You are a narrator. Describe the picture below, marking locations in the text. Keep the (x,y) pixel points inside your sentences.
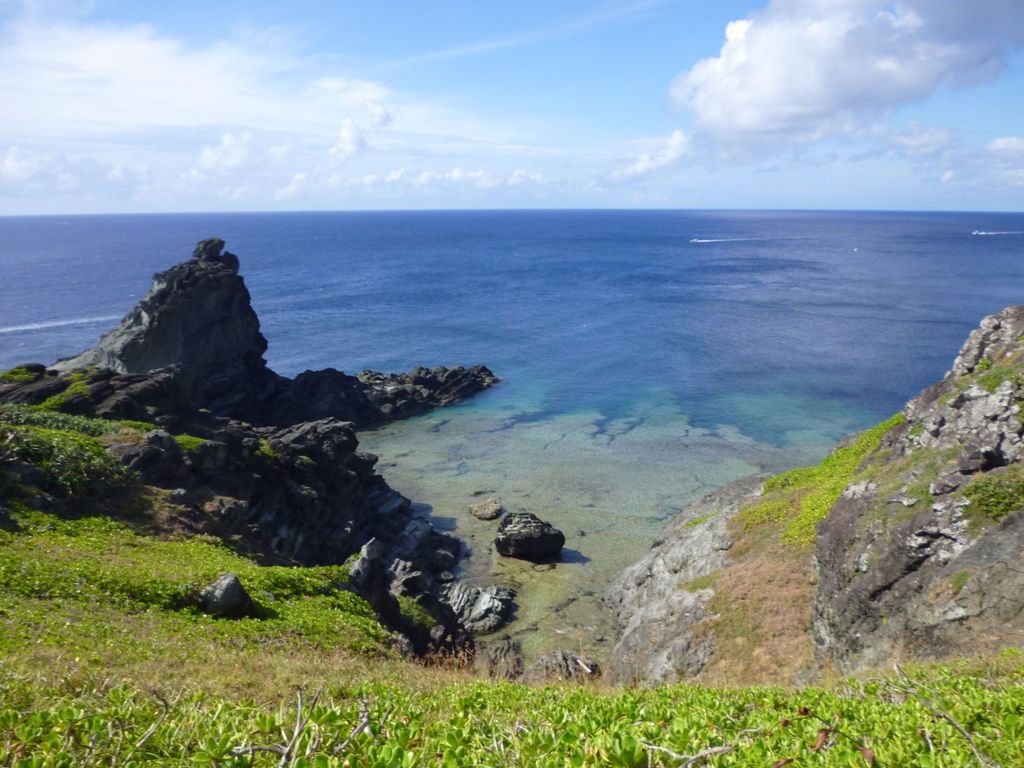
At the bottom of the image (284,693) on the ground (635,594) there is grass (732,692). And also there are rocks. Behind them there is water (673,231). At the top of the image (633,154) there is sky (713,143) with clouds (784,17).
